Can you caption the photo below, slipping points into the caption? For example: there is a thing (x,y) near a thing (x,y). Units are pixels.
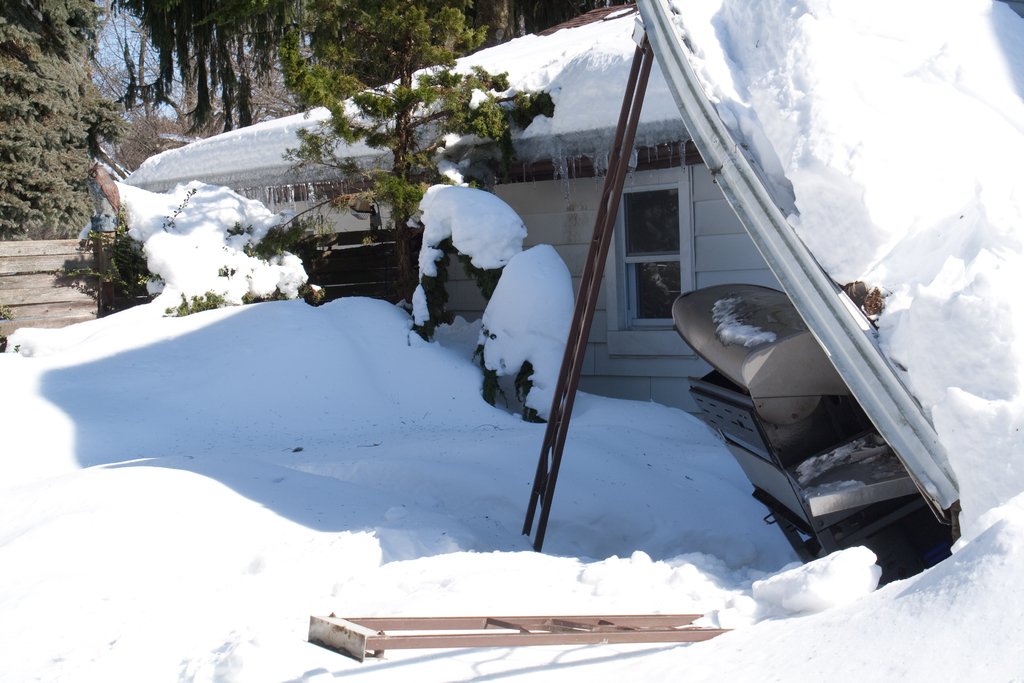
This picture is full of snow (444,228). Here we can see a house (732,248) with snow (581,92) over it. This is a tree (440,56). This is a window (643,263). Here we can see a ladder (610,189) which is brown in colour. On the background of the picture (196,105) we can see trees (161,90).
